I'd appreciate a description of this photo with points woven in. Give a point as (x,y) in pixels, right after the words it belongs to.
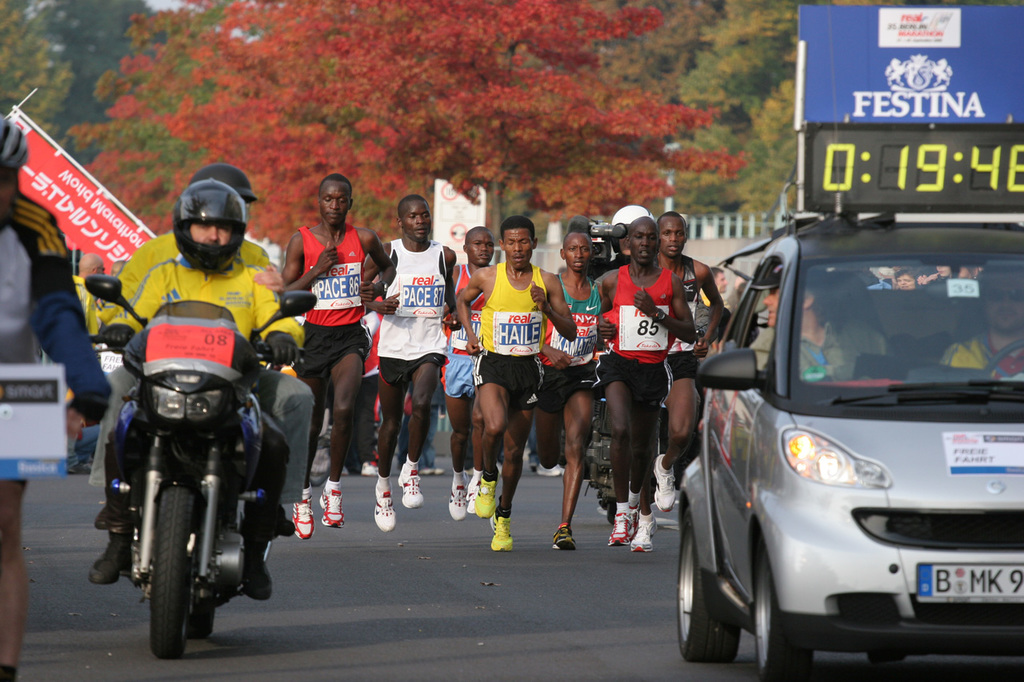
This picture might be taken from outside of the city and it is sunny. In this image, on the right side (831,479), we can see a car (918,410) which is moving on the road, in the car (869,300), we can see two persons (976,341). On the left side (147,446), we can see a person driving a motorbike (179,547), we can also see another person (23,321). In the background (357,288), we can see a group of people (538,385) running on the road (437,559), hoardings (878,94), trees (267,45), at the top (158,3), we can see a sky (171,5), at the bottom (443,581), we can see a road (399,583).
